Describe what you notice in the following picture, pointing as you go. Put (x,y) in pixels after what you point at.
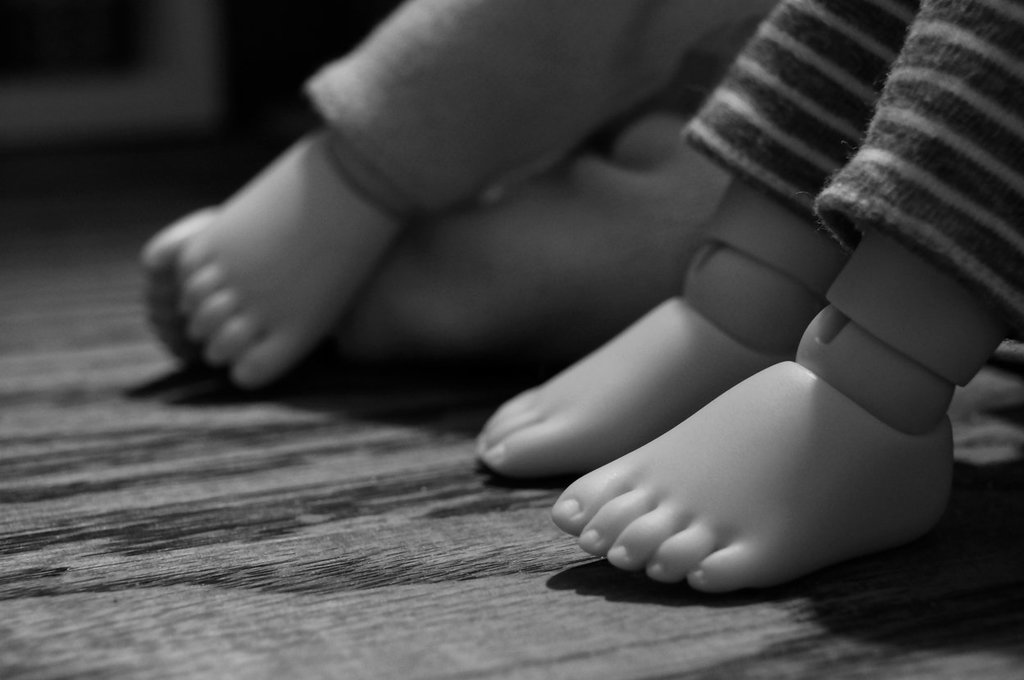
This image consists of dolls (577,420). Only the legs (535,429) are visible. This is a black and white image.
